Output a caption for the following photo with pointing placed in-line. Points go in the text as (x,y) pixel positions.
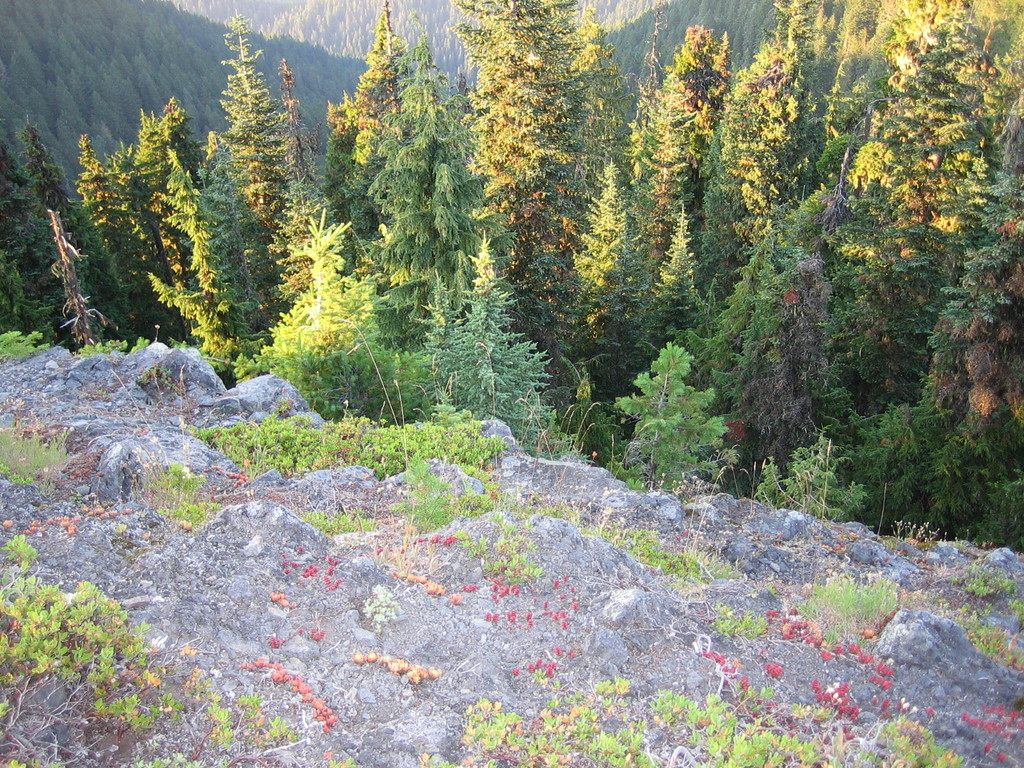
This picture shows trees (492,334) and we see rock (998,767) and grass (84,619).
